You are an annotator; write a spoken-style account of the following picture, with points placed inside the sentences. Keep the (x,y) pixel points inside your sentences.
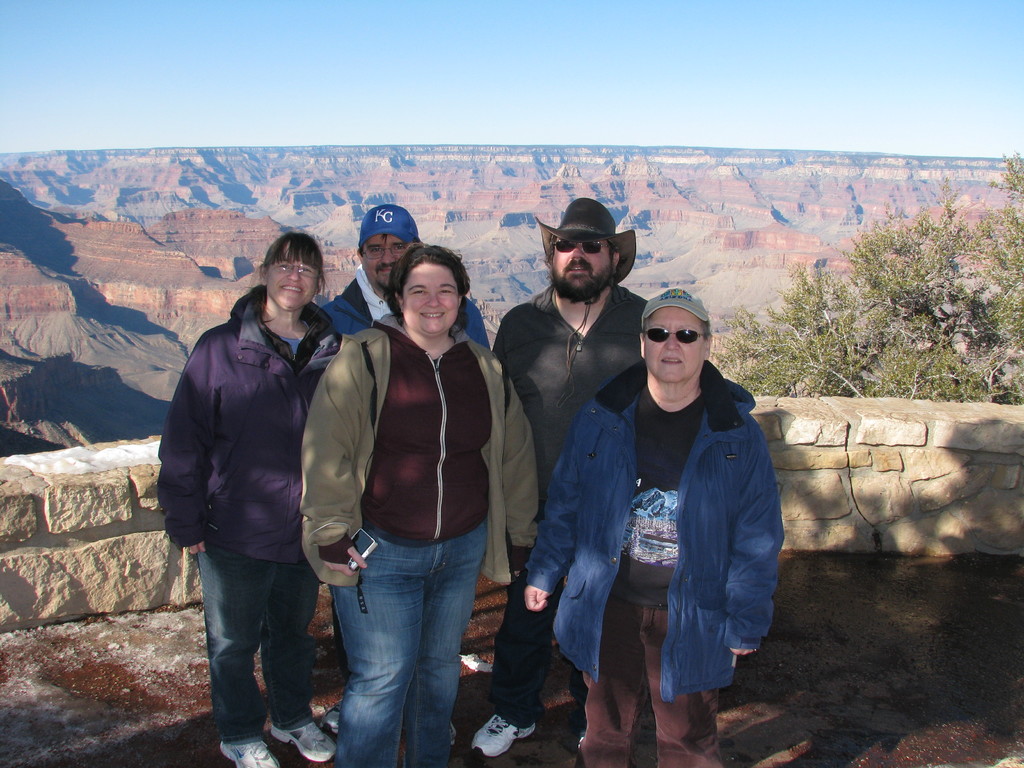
This picture is taken from outside of the city and it is sunny. In this image, we can see a group of people (707,332) standing on the land (803,727). In the background (80,515), we can see a wall (989,435) which is made of stones (937,448), trees (879,307), rocks (418,210). At the top (724,61), we can see a sky (724,54).
